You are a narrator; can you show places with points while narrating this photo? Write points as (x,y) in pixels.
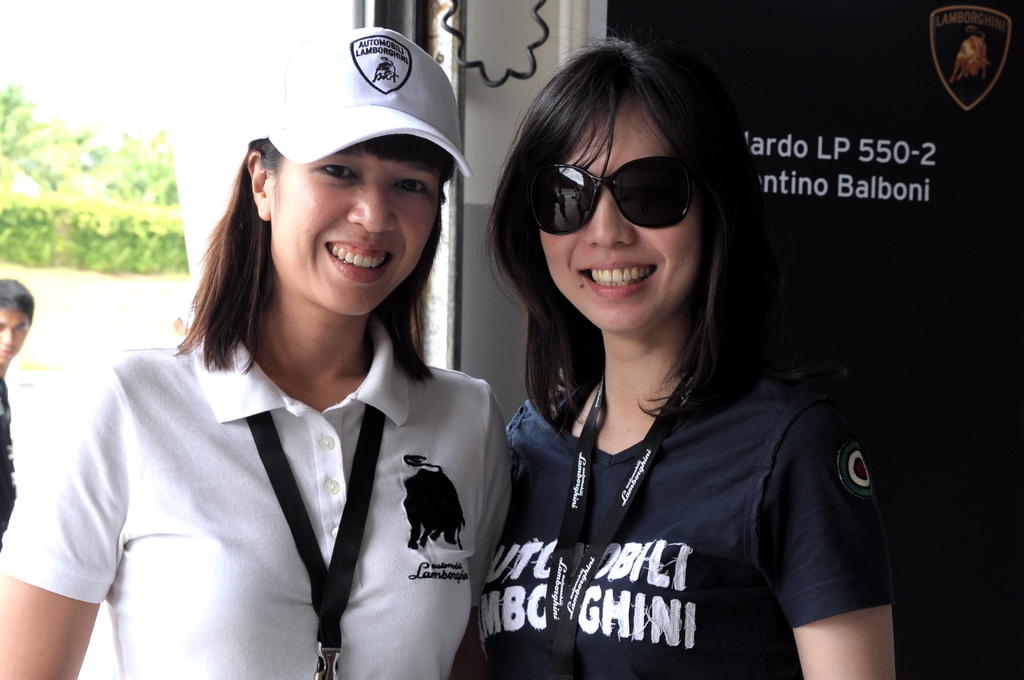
In the picture we can see two women (318,653) are standing beside each other and they are smiling and one woman (99,465) is with white T-shirt (344,670) and black tag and one woman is with blue T-shirt (791,521) and black tag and behind them we can see a banner (989,469) with some advertisement (889,204) and beside it we can see a man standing and behind him we can see the plants (155,191).
